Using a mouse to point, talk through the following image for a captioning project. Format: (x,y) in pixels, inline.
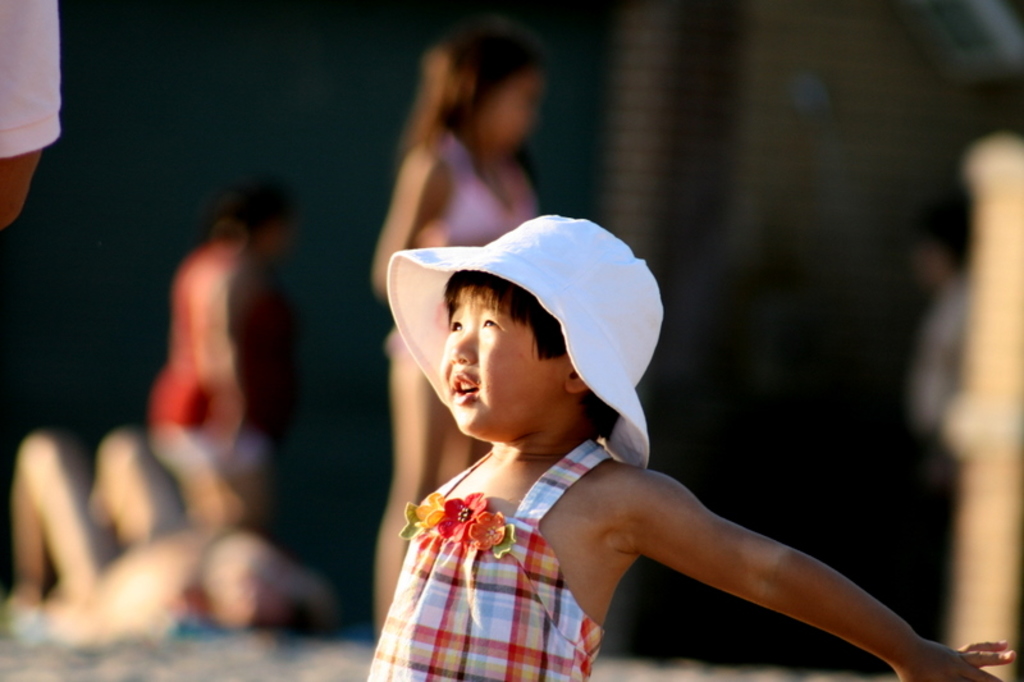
At the bottom of this image (479,618), there is a child (592,412), wearing a white color cap (631,313) and speaking. On the left side (54,113), there is a person (45,104) in a white color T-shirt (42,128). In the background (461,81), there are women (527,156). And the background (614,191) is blurred.
